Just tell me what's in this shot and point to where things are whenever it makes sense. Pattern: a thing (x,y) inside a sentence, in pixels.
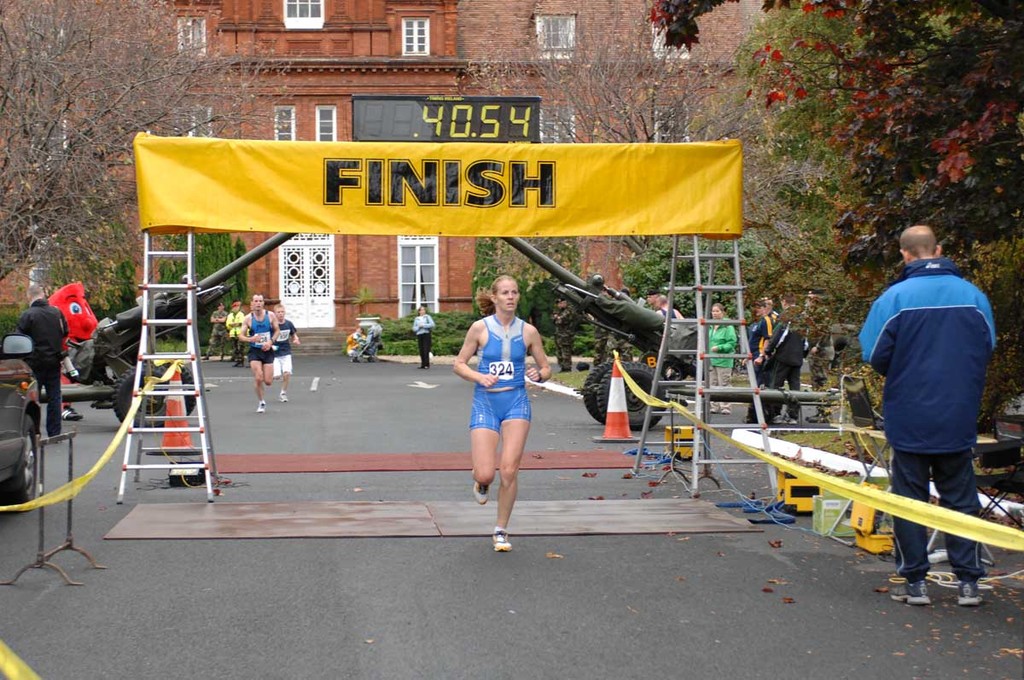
In this picture we can see a group of people (484,488), some people (460,375) are running, some people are standing on the road (455,552), here we can see traffic cones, caution tapes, ladders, vehicles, cannons (828,400), table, some objects (394,522) and in the background (975,21) we can see a building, trees (966,179).
